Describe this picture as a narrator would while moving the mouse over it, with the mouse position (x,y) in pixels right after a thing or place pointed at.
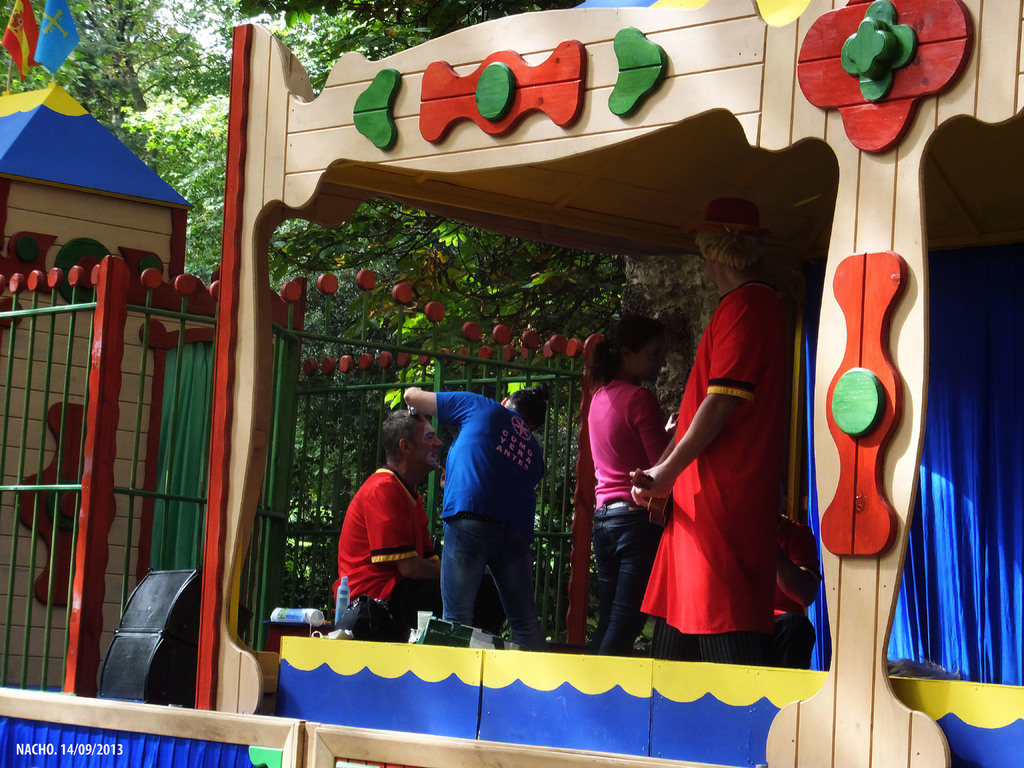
In the middle of the picture (450,488), we can see a person (475,491) doing face painting (426,456) on the other person (354,555) in the cabin (316,761). We can see people (633,570), curtains (211,767) and few objects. In the background (513,383), we can see trees (642,281). In the bottom left side of the image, there is a watermark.
